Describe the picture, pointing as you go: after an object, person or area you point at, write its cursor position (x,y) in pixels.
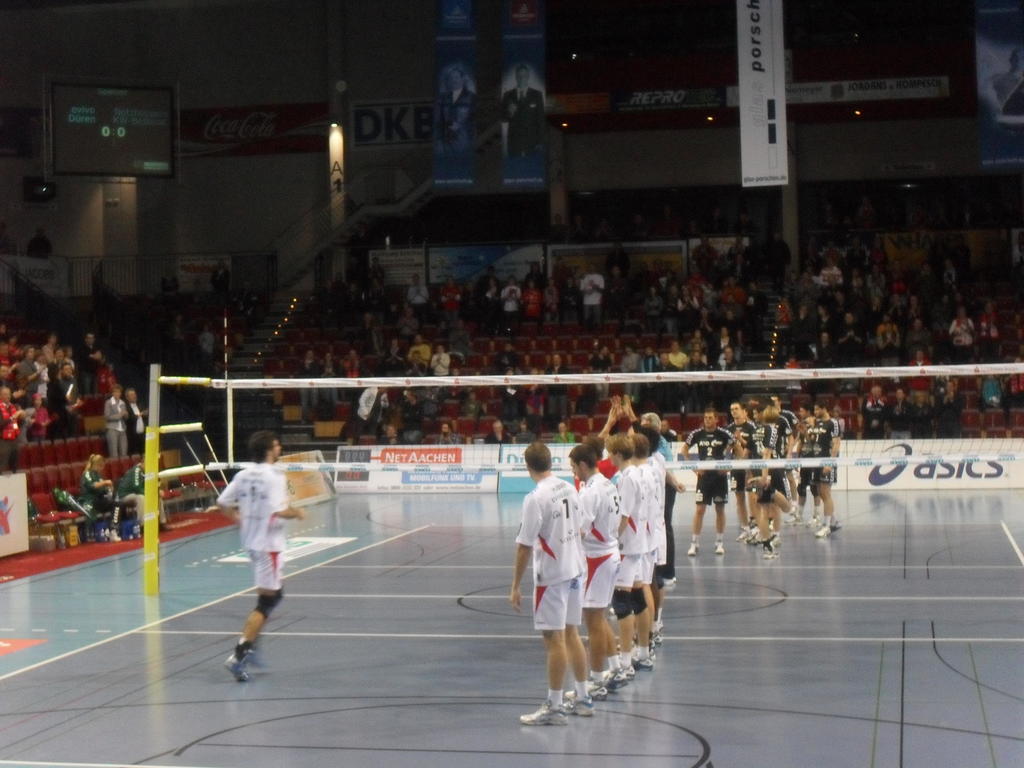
This picture looks like a stadium (285,252), in this image we can see a few people (652,514), among them, some are in sports wear (716,501), there are chairs (530,358), posters (450,162), boards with text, net (769,370) and some other objects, also we can see a screen (131,114).
